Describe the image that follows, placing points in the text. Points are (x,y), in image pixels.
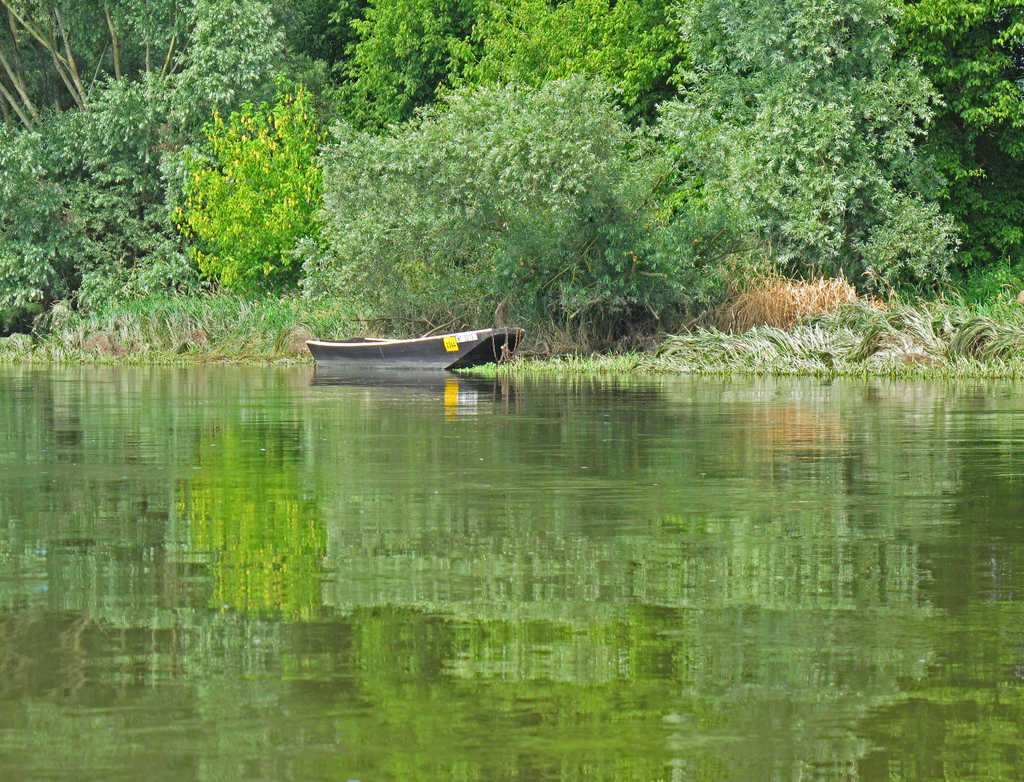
In this image I can see at the bottom (553,590) there is water (533,543), in the middle (454,357) there is a boat (436,357) in black color. At the back side (408,166) there are trees (463,159).
